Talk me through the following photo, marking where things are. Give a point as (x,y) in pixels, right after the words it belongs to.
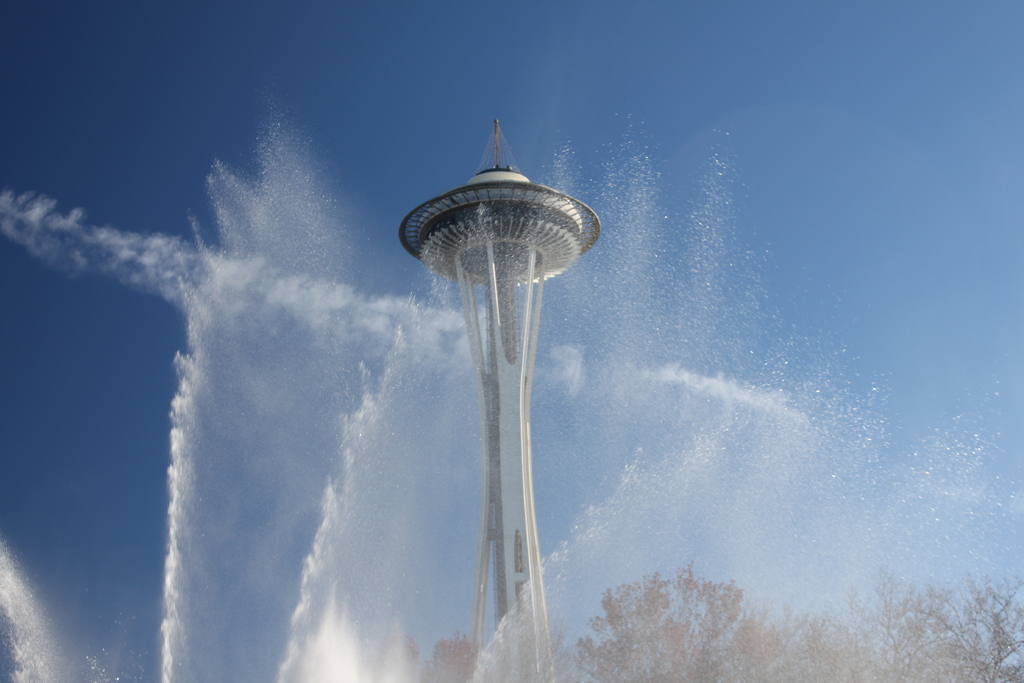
In the center of the image (528,243) we can see a tower (502,535). At the bottom (324,592) there is a fountain (368,653). In the background (492,627) there are trees (907,637) and sky (834,337).
